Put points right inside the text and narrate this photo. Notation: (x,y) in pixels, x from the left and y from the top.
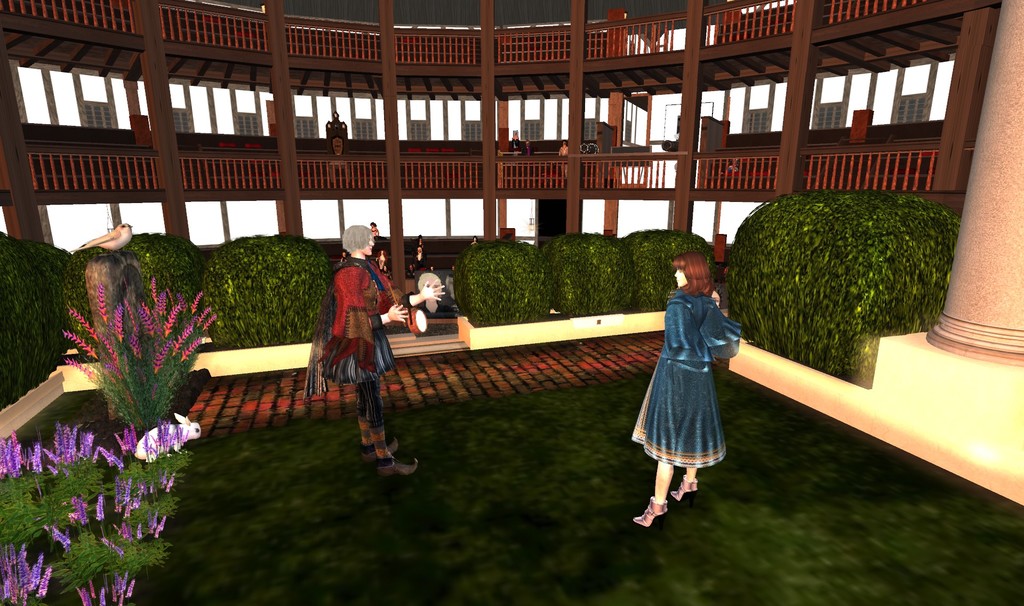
This is an animated picture. I can see group of people (683,298), there is a bird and a rabbit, there are plants (287,242) and in the background (440,99) there is a building (487,104).
